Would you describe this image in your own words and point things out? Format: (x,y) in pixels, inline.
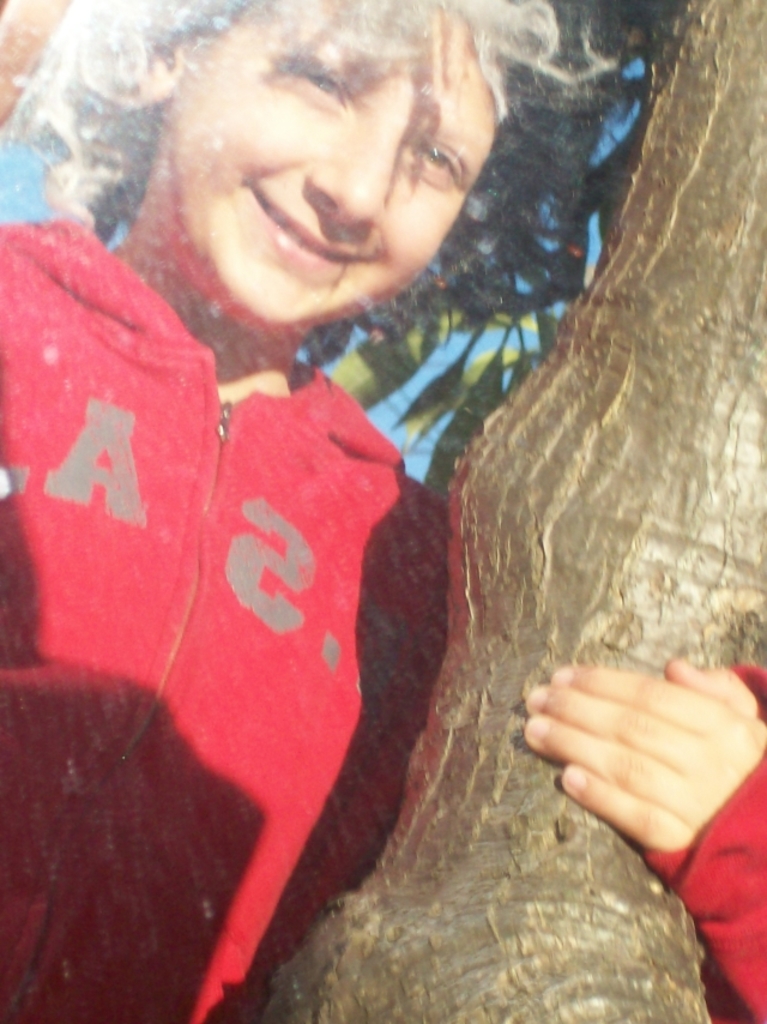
In this image we can see a person (240,685) smiling. In the background (499,364) there is a tree (513,388).
